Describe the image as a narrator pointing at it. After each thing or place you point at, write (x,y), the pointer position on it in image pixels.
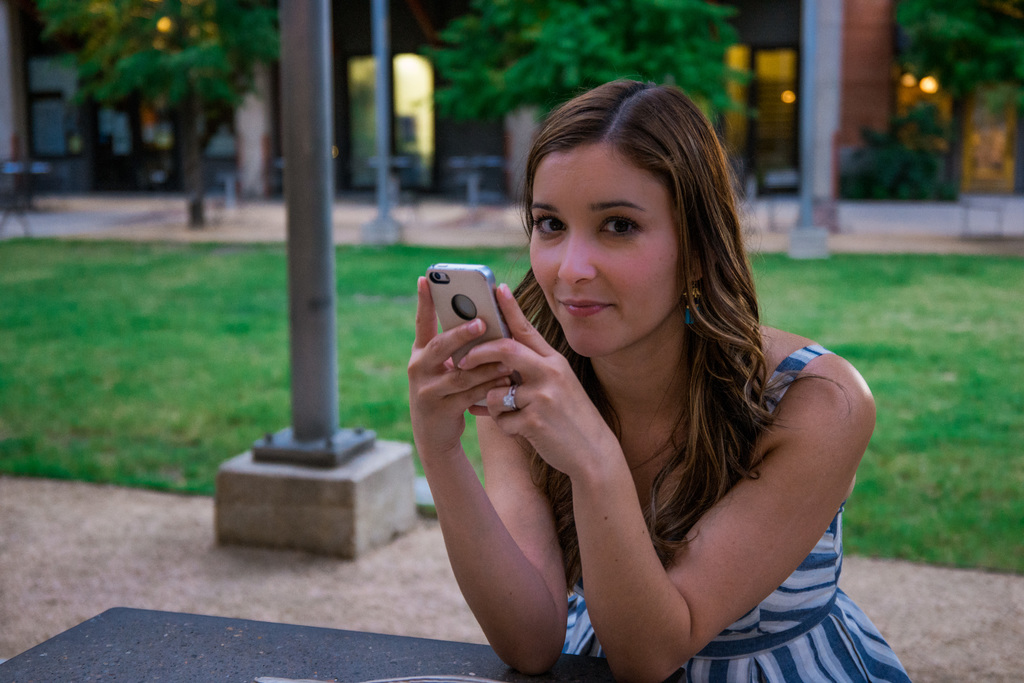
In this image woman (716,453) is sitting and holding a mobile (440,307) in her hand (554,358) and is having smile (605,306) on her face (613,285). In the background (608,58) there are trees (608,58), poles (316,163). On the floor (924,357) there is a grass (939,358) and a building (854,84).
